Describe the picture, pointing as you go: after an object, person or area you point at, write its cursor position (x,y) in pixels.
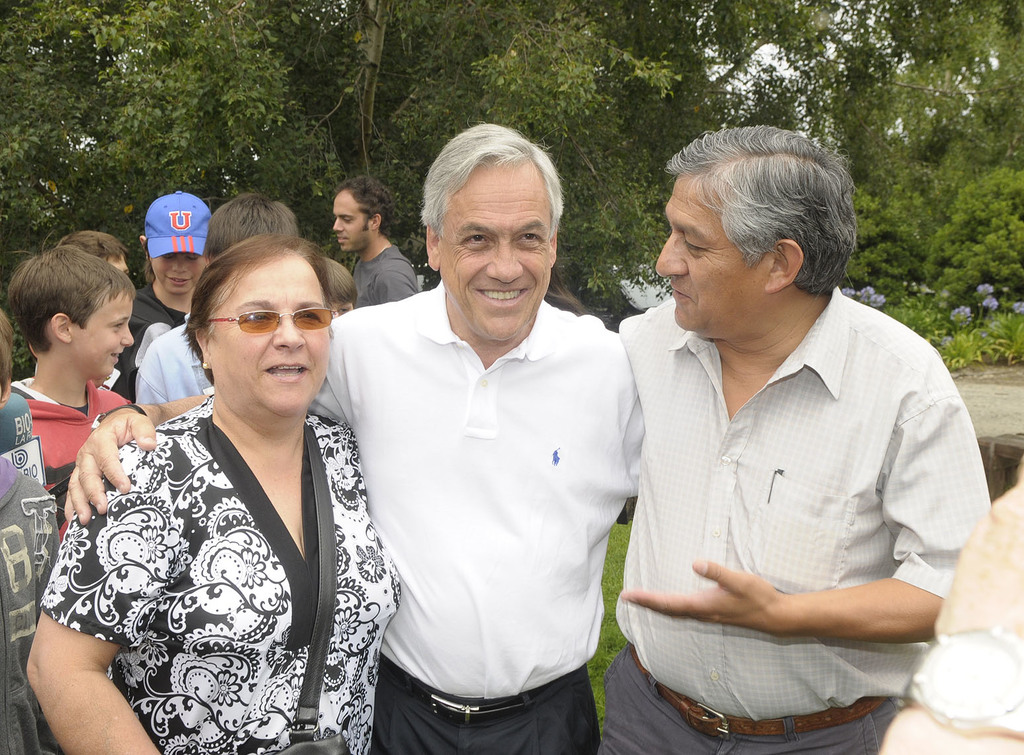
In this image we can see many people (309,417). One boy (188,233) is wearing cap (164,223). Another lady (213,270) is wearing specs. In the back (503,90) there are trees (756,101) and plants (915,288) with flowers (970,322).
